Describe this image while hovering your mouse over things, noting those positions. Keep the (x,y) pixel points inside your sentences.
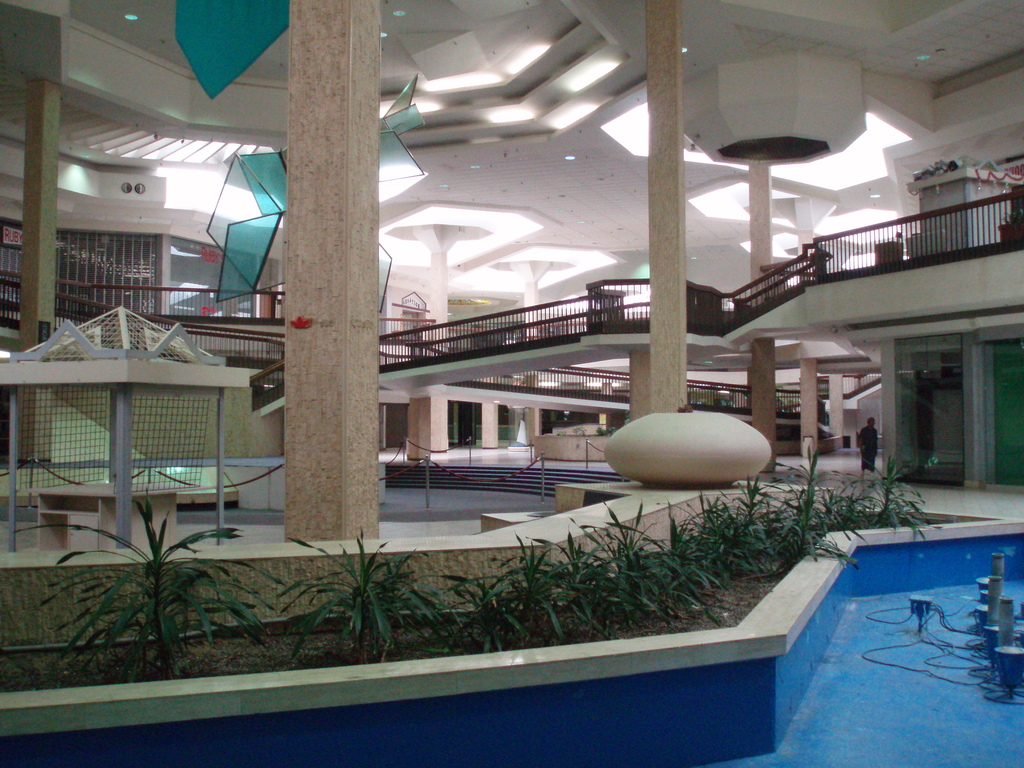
In this image we can see a house (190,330), plants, pillars (445,438), there are lights (582,76), walls (259,483), railings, there is a stone (698,465) on the wall (684,509), also we can see the roof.
